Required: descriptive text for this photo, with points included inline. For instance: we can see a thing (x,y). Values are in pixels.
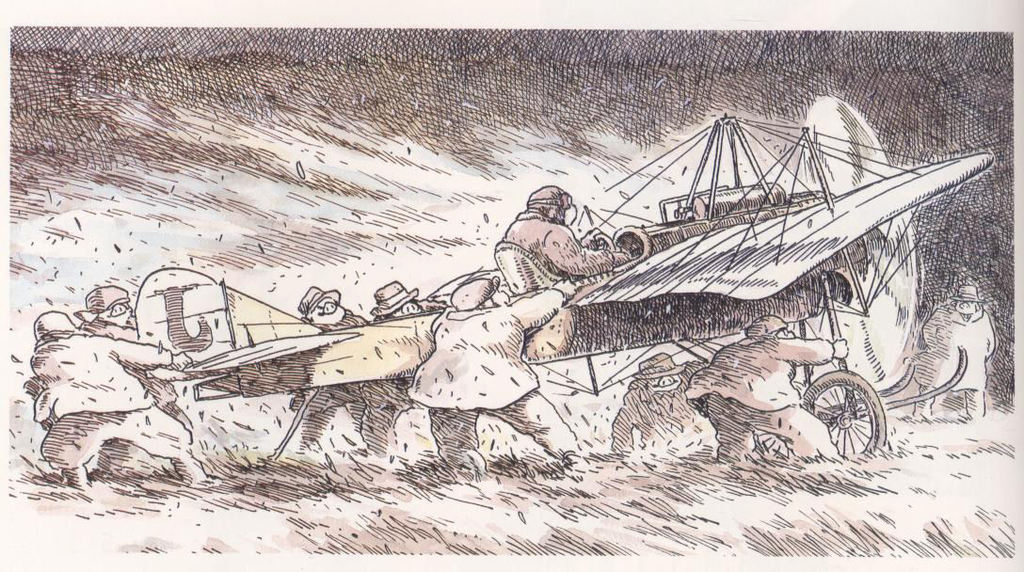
In this image there is a sketch (429,331) of few people (501,317) holding airplane (620,303). On the airplane (623,242) there is a person (526,235) sitting.
